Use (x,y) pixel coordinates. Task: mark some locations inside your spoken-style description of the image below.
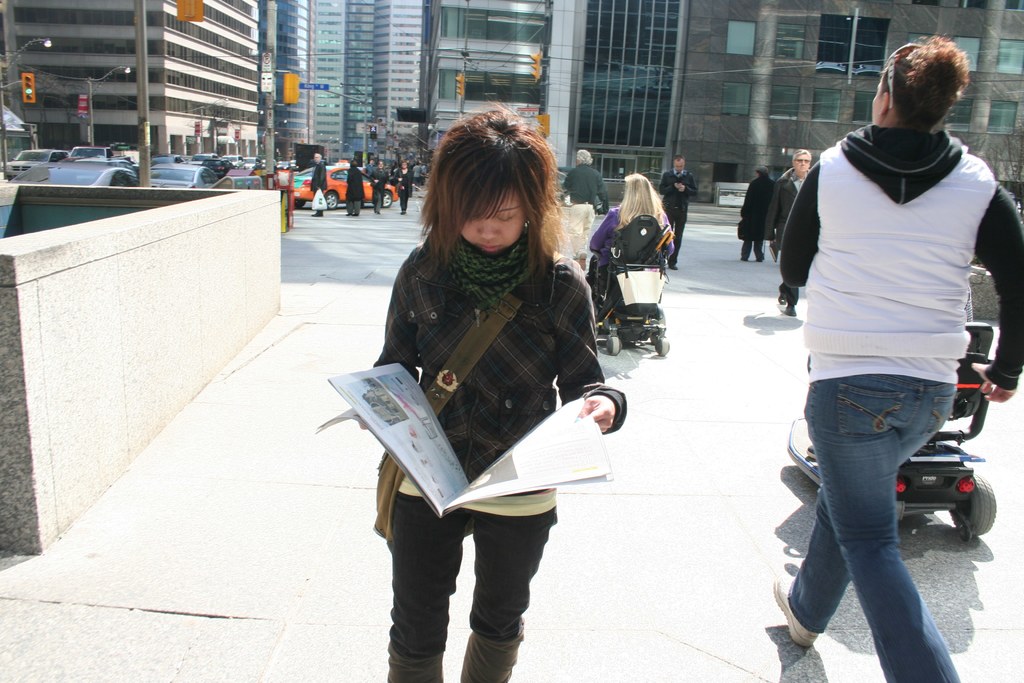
In this image we can see a group of people (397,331) are walking on the road (329,531), here a woman (504,393) is standing and holding a book (579,436) in the hand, at back (707,74) there are buildings (695,86), there are cars (97,166) travelling on the road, there is the pole (142,127).
